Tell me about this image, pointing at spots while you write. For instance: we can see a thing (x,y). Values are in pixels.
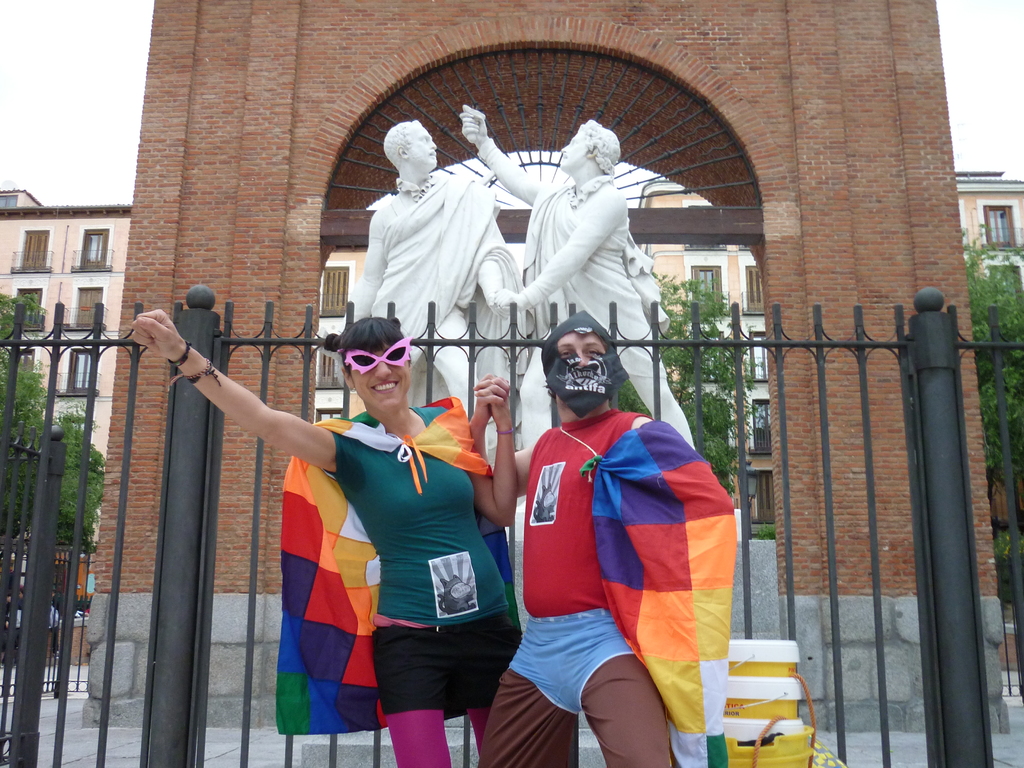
In this image, there are two persons (460,547) standing with fancy dresses (583,603). Behind the two persons (570,460), I can see the sculptures (451,249), iron grilles (914,398) and an arch (353,161) on the wall (861,213). At the bottom of the image (796,711), I can see few objects (774,725). In the background (32,285), there are trees (693,289), buildings (17,206) and I can see the sky (120,115).
